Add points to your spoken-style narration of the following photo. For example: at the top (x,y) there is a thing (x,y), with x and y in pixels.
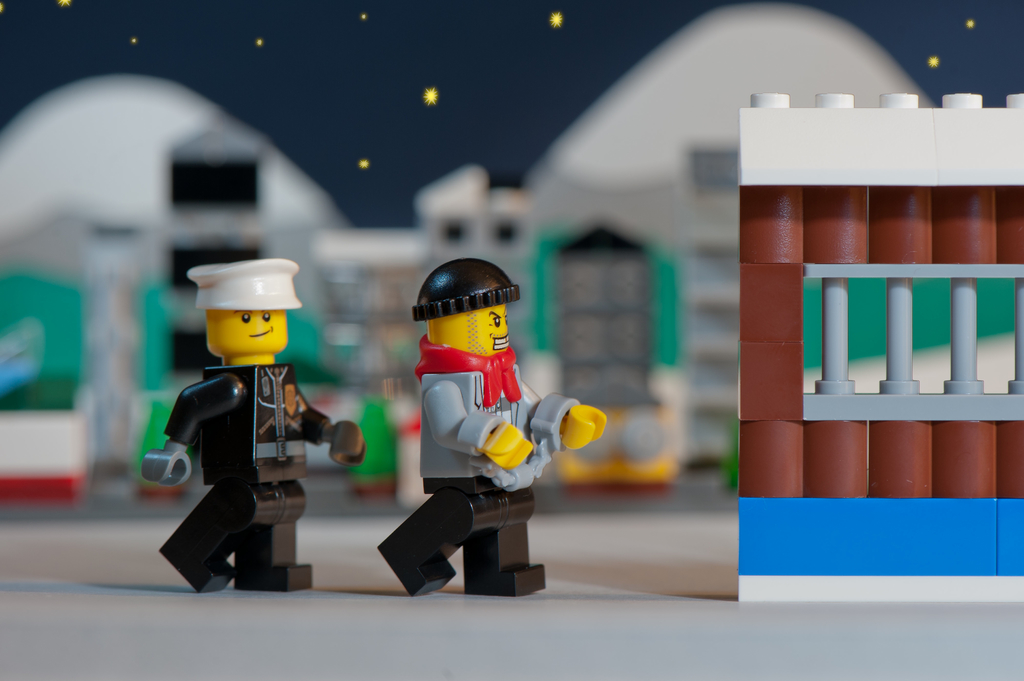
In this image there are a few toys (254,286) on the table (365,612). There are a few blocks (842,520) on the table (762,635).
